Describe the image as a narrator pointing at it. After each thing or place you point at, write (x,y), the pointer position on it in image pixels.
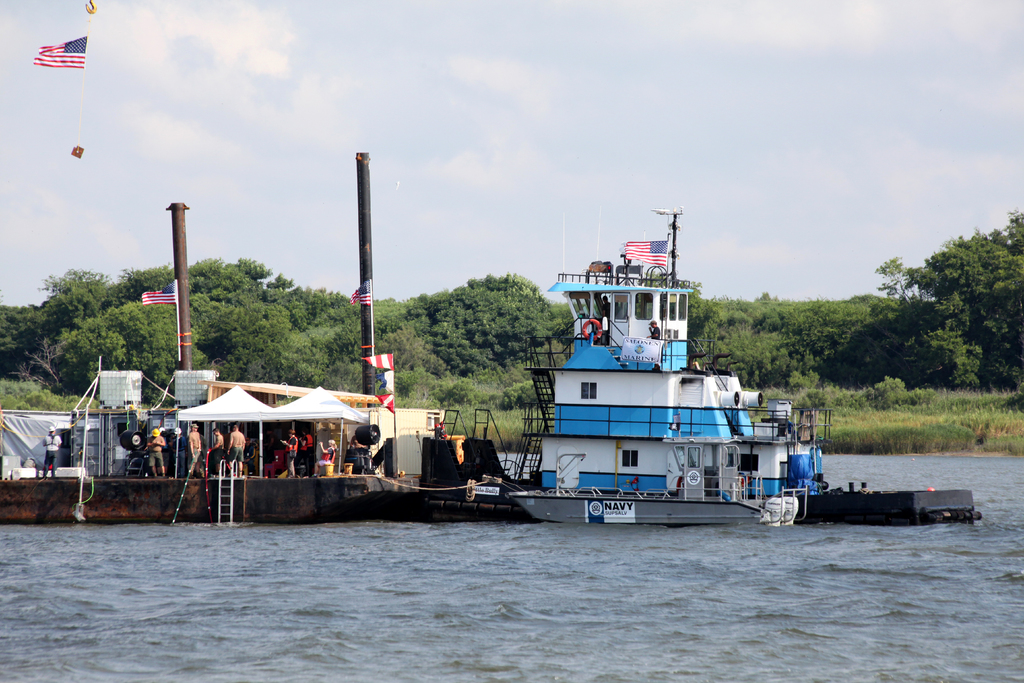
In this image, we can see people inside the ships (568,432) and in the background (998,260), there are trees (527,287) and we can see flags (57,46). At the bottom (451,581), there is water (561,602).
